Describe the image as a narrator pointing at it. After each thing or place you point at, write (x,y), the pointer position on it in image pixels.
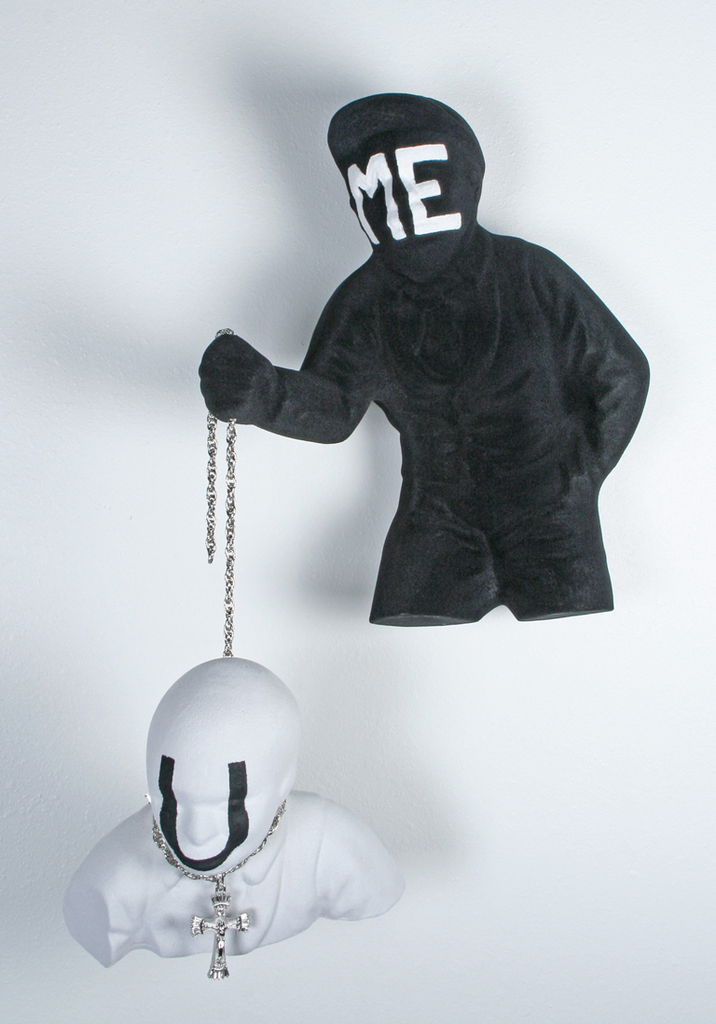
As we can see in the image there is white color wall (70,409) and black color jacket (439,413), holding human statue (203,801).
